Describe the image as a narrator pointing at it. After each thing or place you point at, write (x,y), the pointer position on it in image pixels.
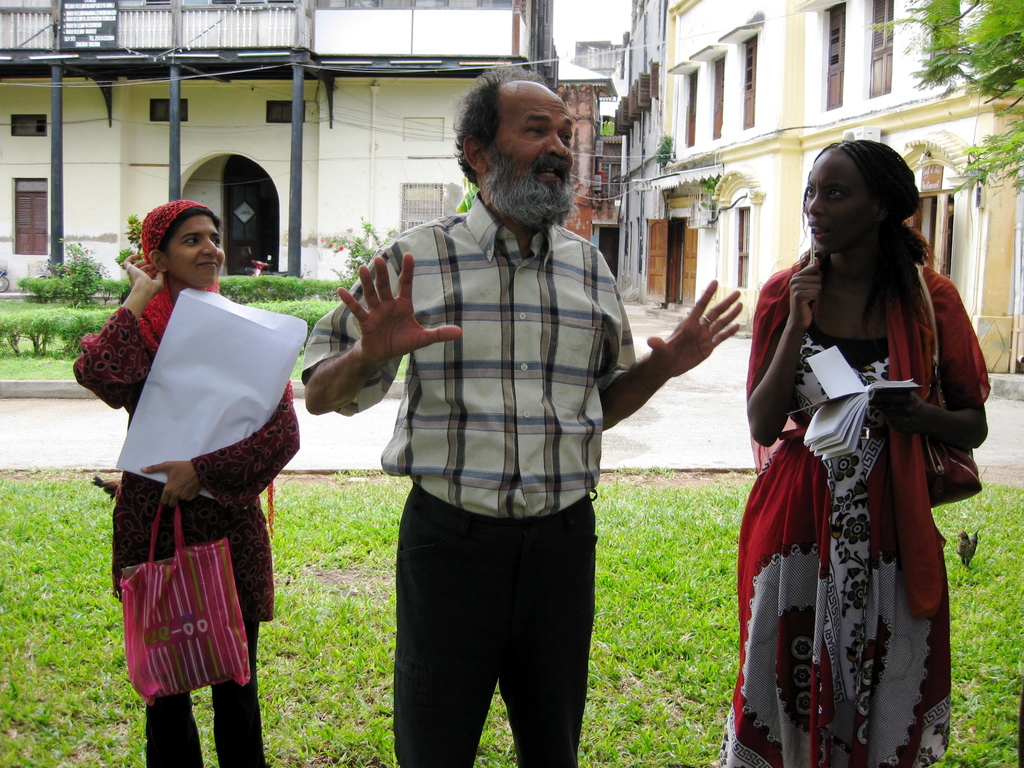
In this image, I can see three persons (525,481) standing. In the background (294,280), there are bushes (286,289), grass (40,307), pathway (304,410), buildings (637,107) with doors (695,251) and windows (713,95). At the top right side of the image (988,100), It looks like a tree (988,65).
